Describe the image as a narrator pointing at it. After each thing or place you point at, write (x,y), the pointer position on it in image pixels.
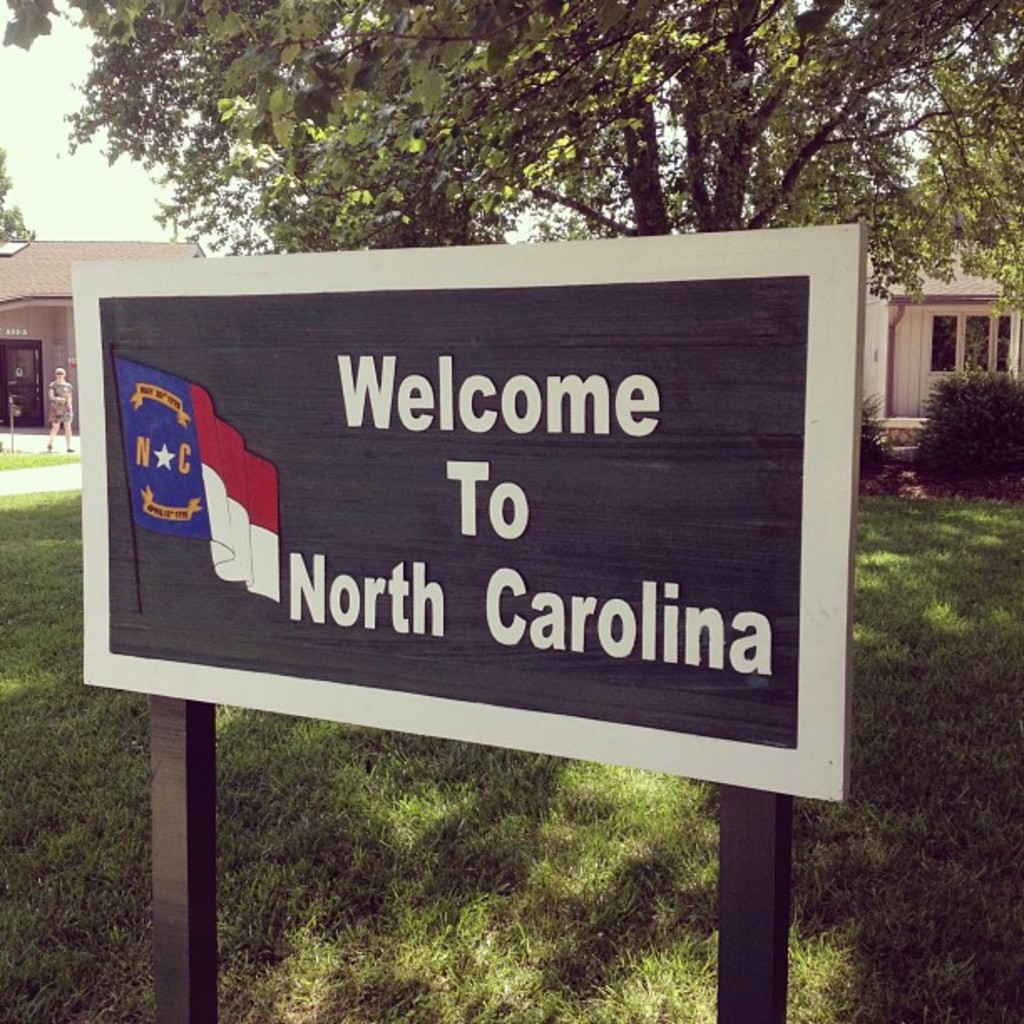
At the bottom of the image (191,937) we can see a board (610,588). In the background (869,418) there are bushes (1005,425) and trees (404,114). We can see buildings (891,304). On the left (64,389) there is a person (57,413) walking. At the top (64,211) there is sky (66,196).
